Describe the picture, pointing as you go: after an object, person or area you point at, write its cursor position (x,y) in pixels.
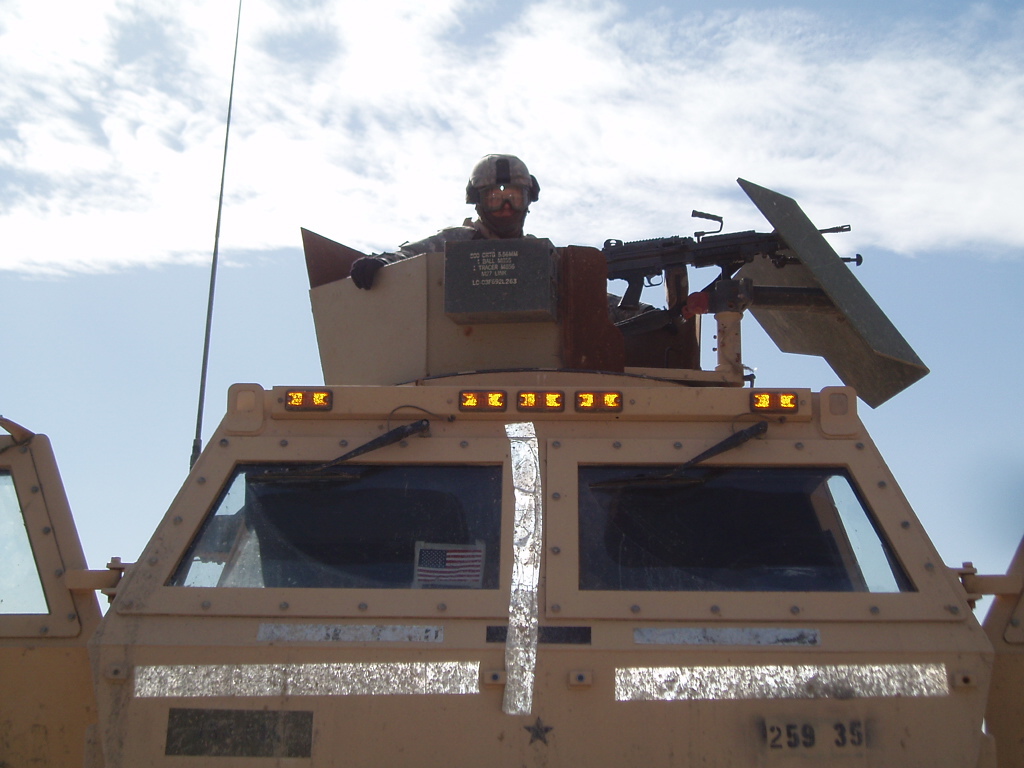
In this image, we can see a soldier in the vehicle (393,722), we can see a gun (711,253), at the top (430,23) there is a sky (373,105).
